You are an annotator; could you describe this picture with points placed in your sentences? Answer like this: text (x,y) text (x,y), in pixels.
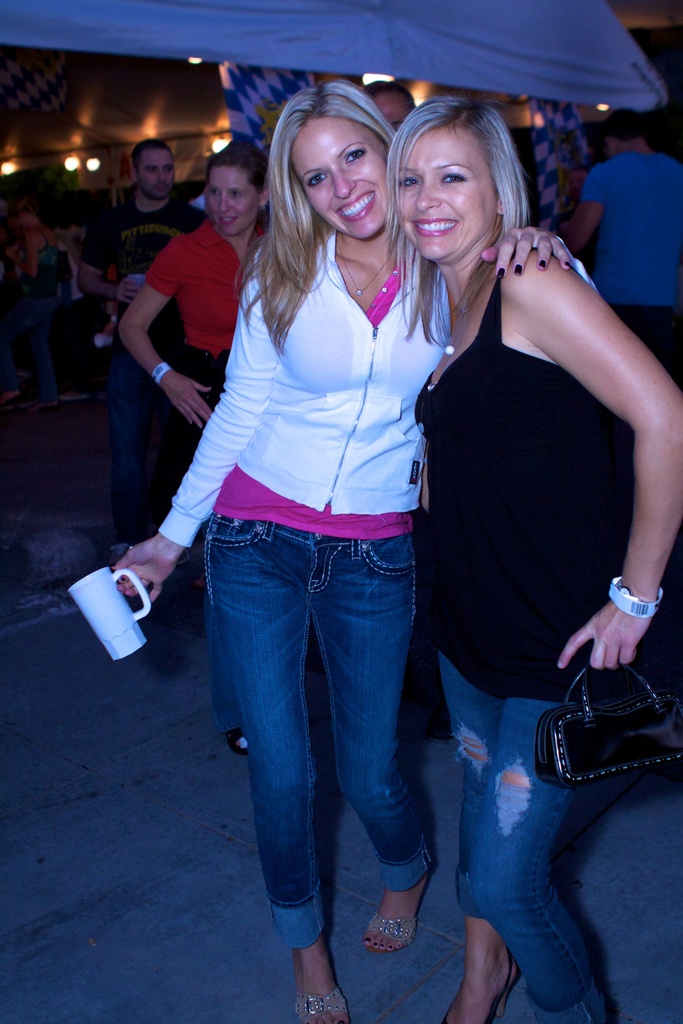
In this image we can see many people (417,423). One lady (570,476) is holding a purse (608,755). Another lady (233,499) is holding a glass (104,586). In the back (189,64) we can see lights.
